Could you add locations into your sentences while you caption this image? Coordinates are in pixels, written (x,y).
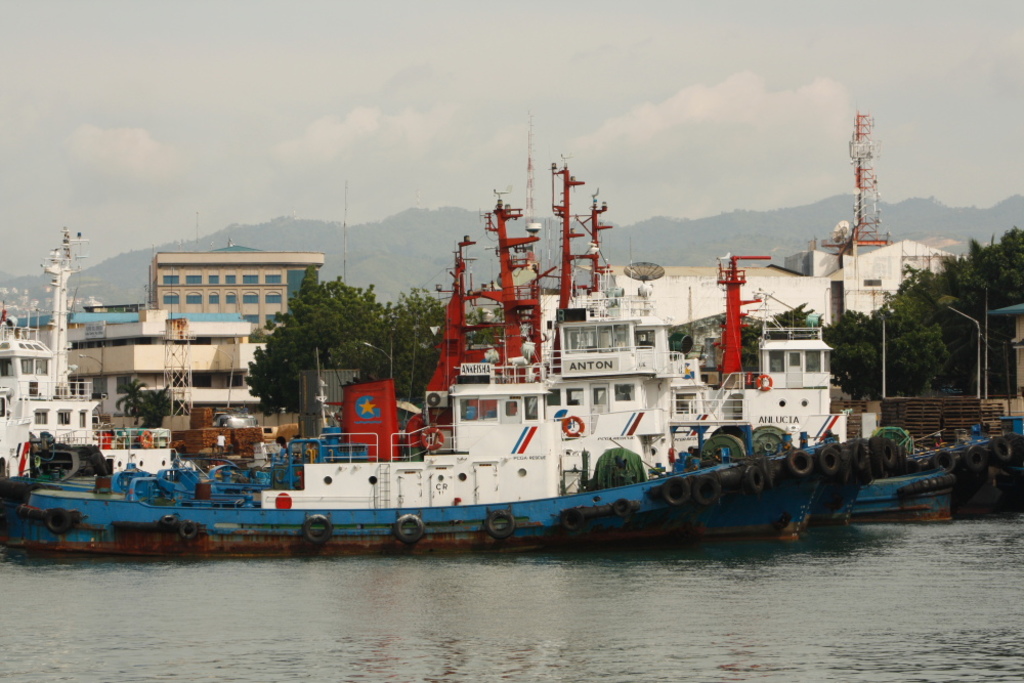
There is water (583,582). And there are boats (619,442) in the water (638,621). On the boats (409,502) there are tires (762,474), poles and many other things (381,431). In the background (883,301) there are trees (338,319), buildings (182,317), hills (713,246) and sky (584,111).
